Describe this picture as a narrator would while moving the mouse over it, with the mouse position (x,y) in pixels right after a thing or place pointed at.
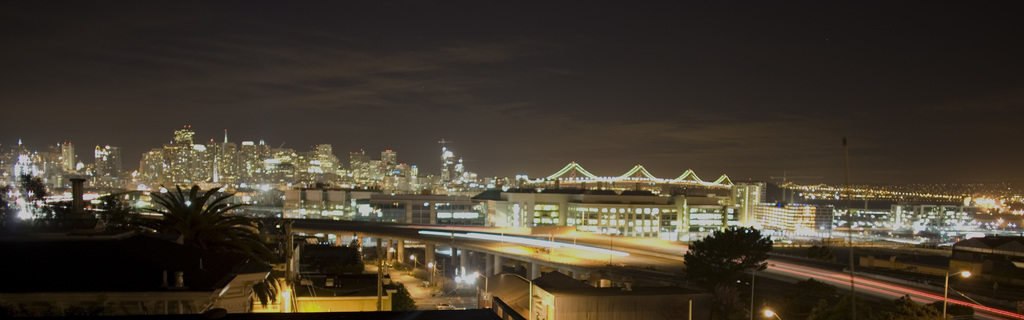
At the bottom of the picture (743,254), we see the trees (754,261), street lights (752,289), poles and the buildings (547,272). In the middle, we see the street lights (430,266), pillars (458,268) and a bridge (482,252). There are buildings (697,209), street lights (470,277), poles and towers (202,173). At the top (416,53), we see the sky (564,117). This picture is clicked in the dark.
